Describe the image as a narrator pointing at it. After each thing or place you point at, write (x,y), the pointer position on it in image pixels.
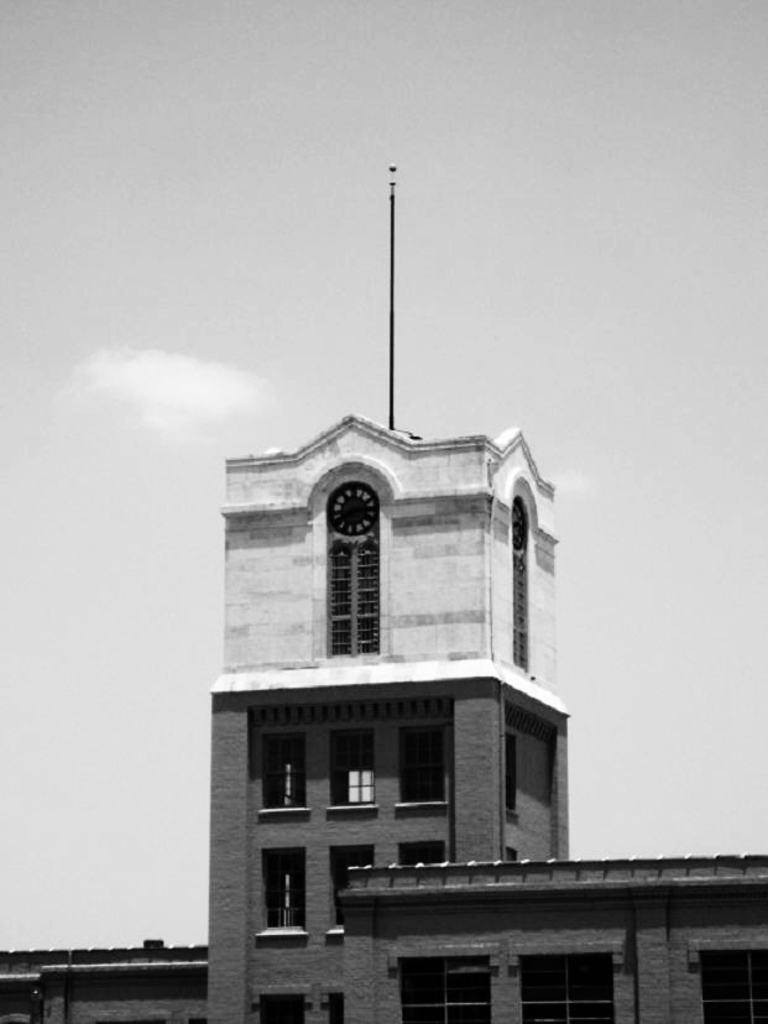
In the image we can see the building (579,874) and these are the windows (536,996) of the building (481,936), pole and the sky (187,434).
